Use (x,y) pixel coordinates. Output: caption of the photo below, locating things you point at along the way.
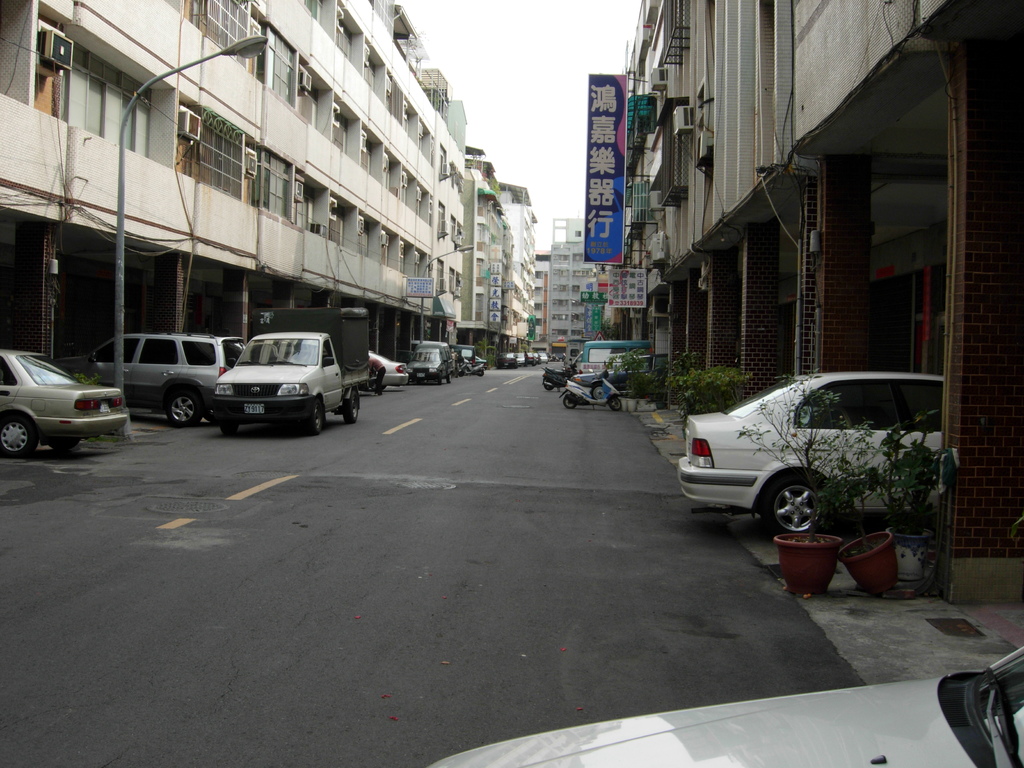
In the center of the image (486,441) there is a road (386,488). There are vehicles (183,387) on the road (557,443). To the both sides of the image there are buildings (687,154). There is a street light (122,331). There are plants (895,520).
